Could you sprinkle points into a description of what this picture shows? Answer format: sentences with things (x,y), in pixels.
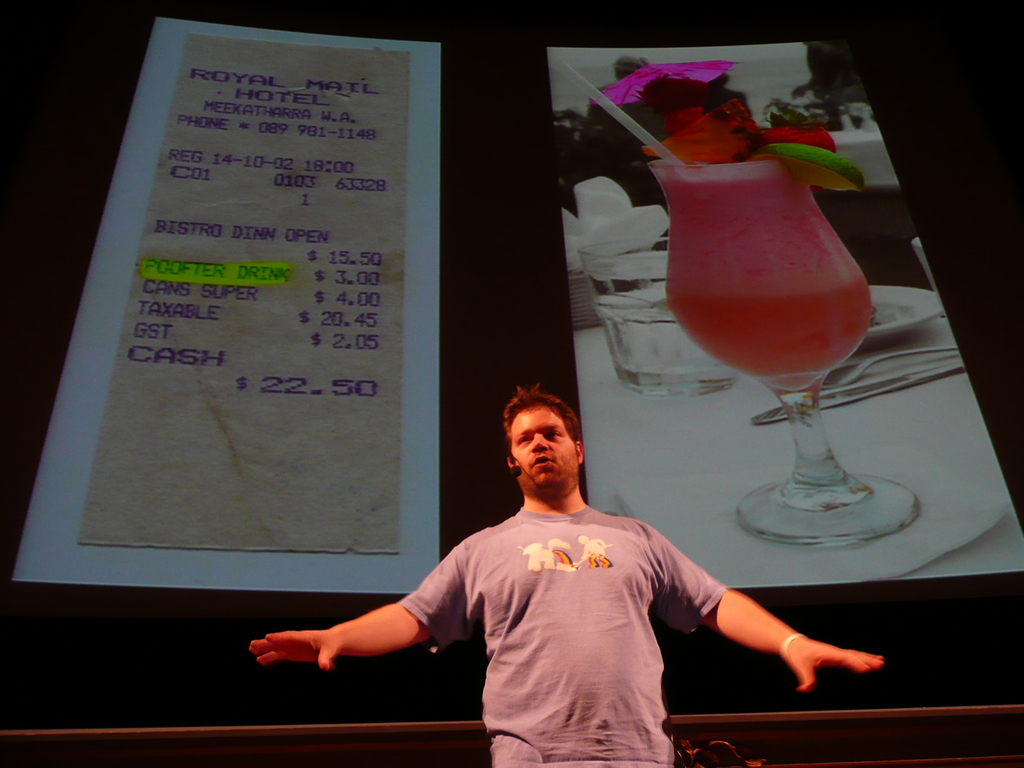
This image consists of a man (541,551). He has mic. He is speaking something. There are two pictures (383,326) in the middle (671,339). One is of bill (313,375), other one is of glass (774,498).
